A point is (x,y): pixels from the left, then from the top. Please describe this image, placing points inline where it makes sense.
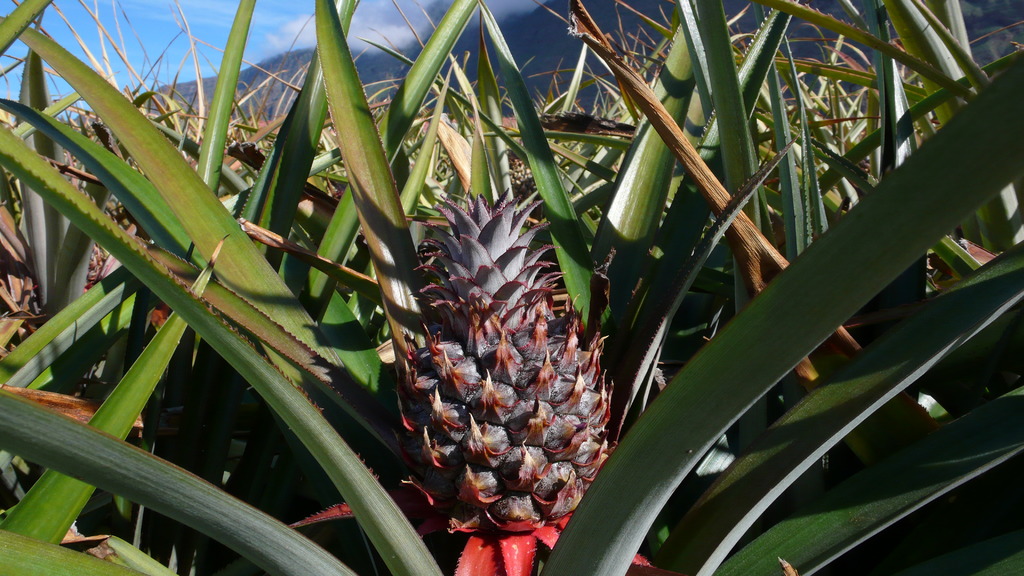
In this image I can see the field (140,397) of pineapple (287,293). At the top of the image (155,13) I can see the sky (273,28) and clouds (295,37).
